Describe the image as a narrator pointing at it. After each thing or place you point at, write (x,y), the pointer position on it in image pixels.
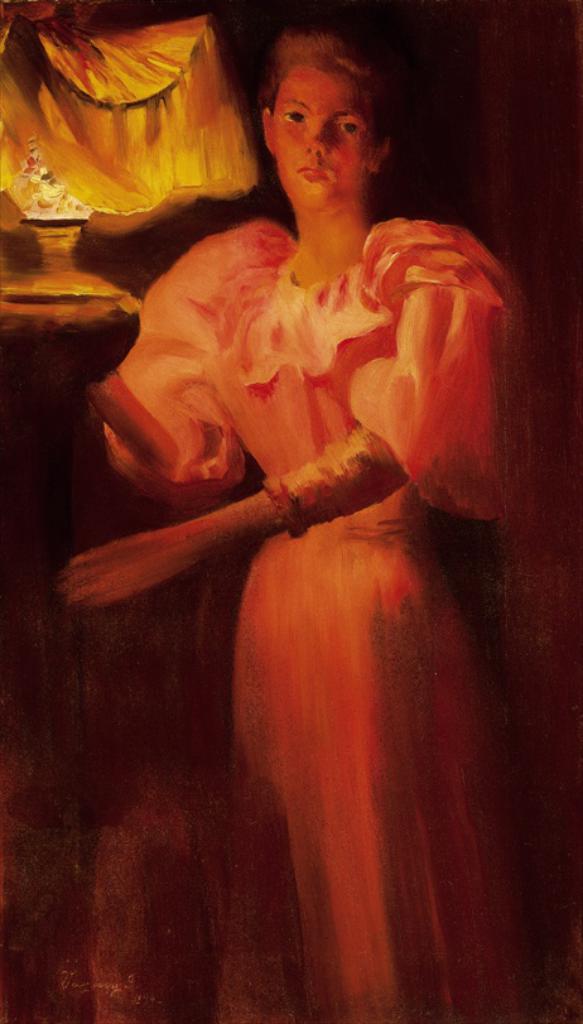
As we can see in the image there is a portrait (290,670) in which a woman (361,500) is standing wearing a long frock (383,586) and she is beside a table lamp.
